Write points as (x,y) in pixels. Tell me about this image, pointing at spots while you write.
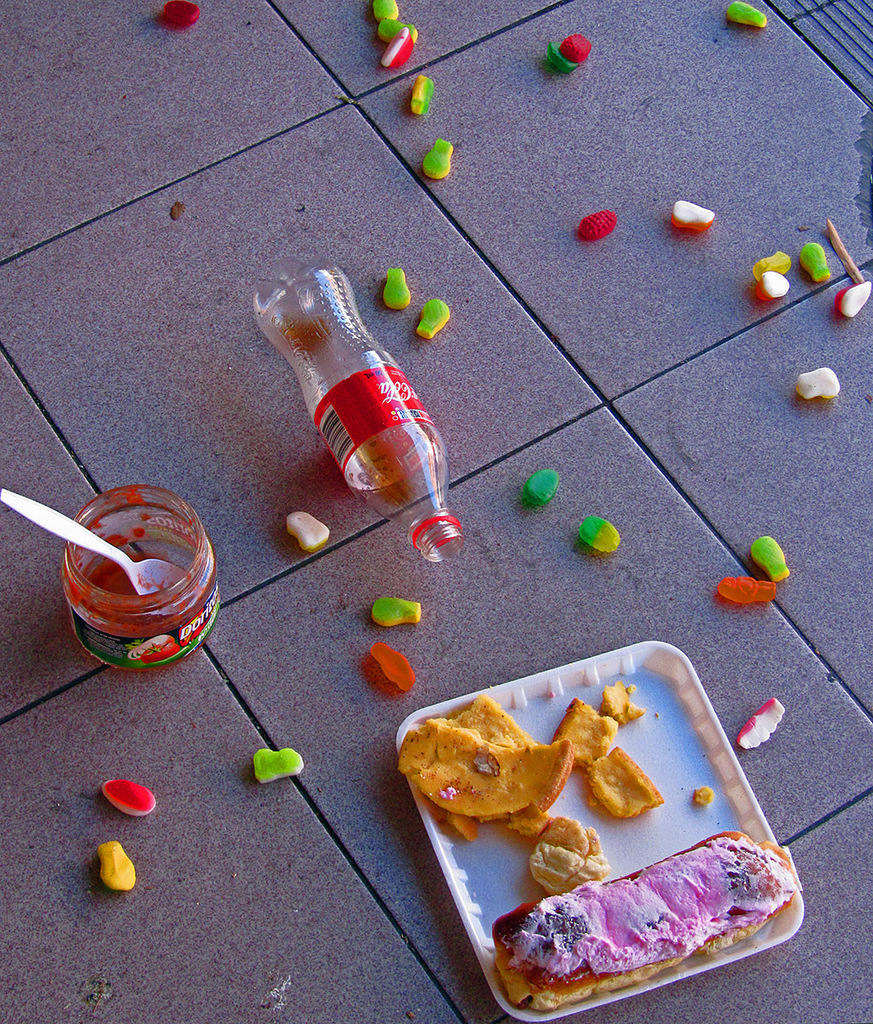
There is a empty bottle (318,358), jar (183,510), spoon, plate (498,848) and food items (619,906) on the floor (451,445).
